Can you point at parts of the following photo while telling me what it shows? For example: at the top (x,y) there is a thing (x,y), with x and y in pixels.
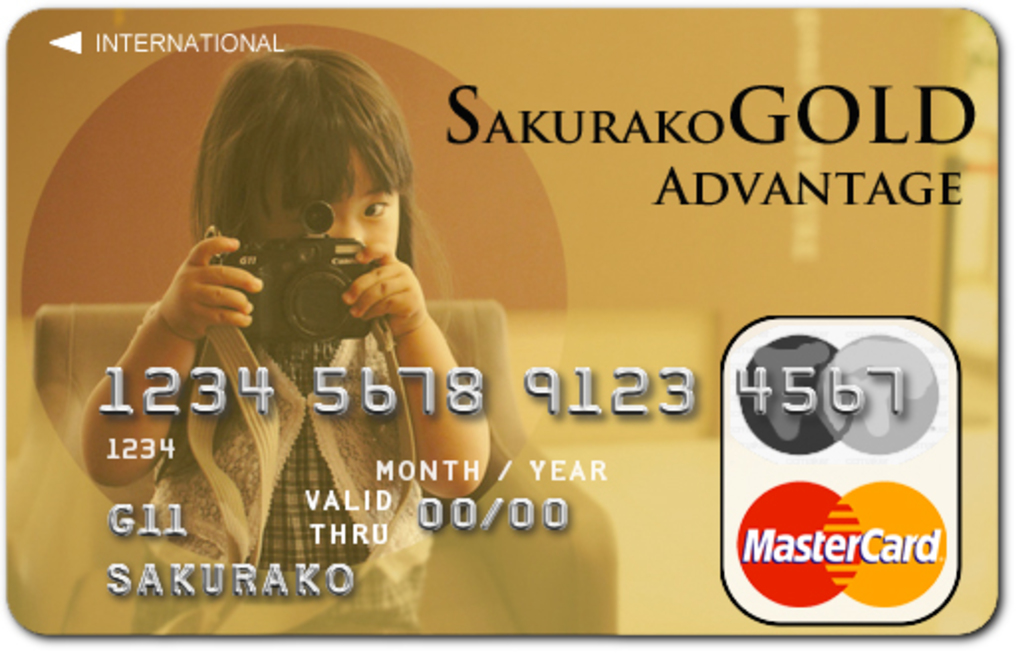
In this image we can see a mastercard (369,353) with some text (616,401) on it and there is a picture (205,234) of a girl (335,424).
